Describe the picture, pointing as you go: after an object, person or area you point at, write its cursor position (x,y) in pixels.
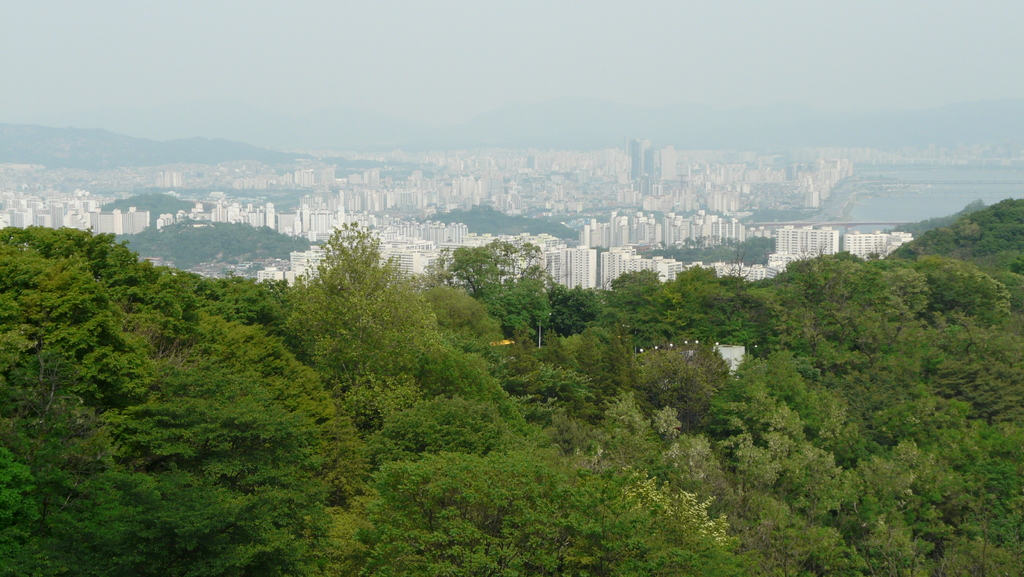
In this image we can see many trees (372,343). In the background (416,246) there are buildings (293,211). Also there is sky (642,32).
